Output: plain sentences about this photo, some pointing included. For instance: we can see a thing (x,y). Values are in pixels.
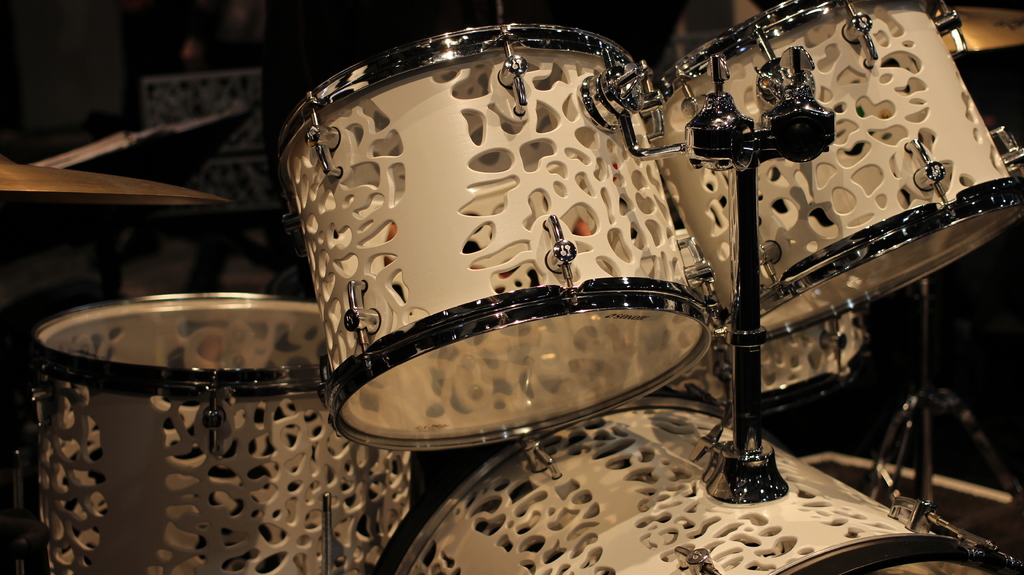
In this image there are musical drums (152,421), rods (771,142) and objects (731,487). In the background of the image (862,393) it is blurry.
